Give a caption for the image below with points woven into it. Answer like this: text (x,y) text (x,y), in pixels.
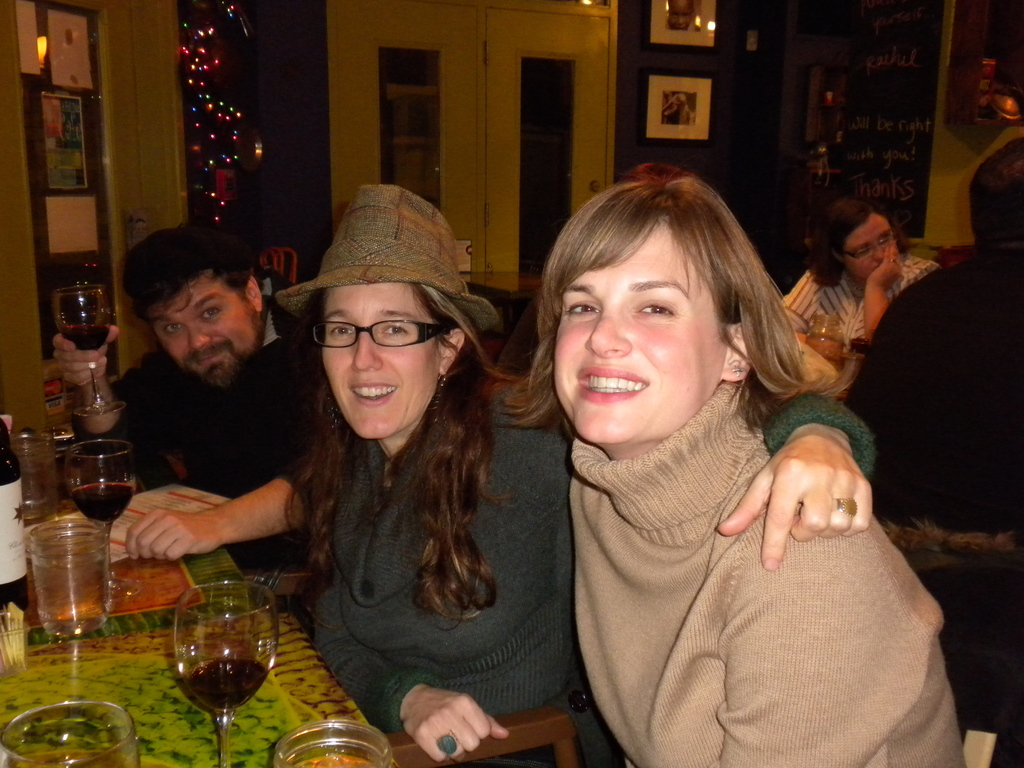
There are three persons (481,453). A man (237,344) is holding a wine glass (95,345). And in the center (427,484) a lady (406,342) is wearing a cap (371,259) and a specs (383,328). In front of them there is a table (143,633). On the table (279,699) there are table sheet (288,687), glasses (75,481) and bottle (13,550). In the back (279,156) there is a wall (630,71), there are photo frames (698,70), lights (227,94), and a door (419,90).
